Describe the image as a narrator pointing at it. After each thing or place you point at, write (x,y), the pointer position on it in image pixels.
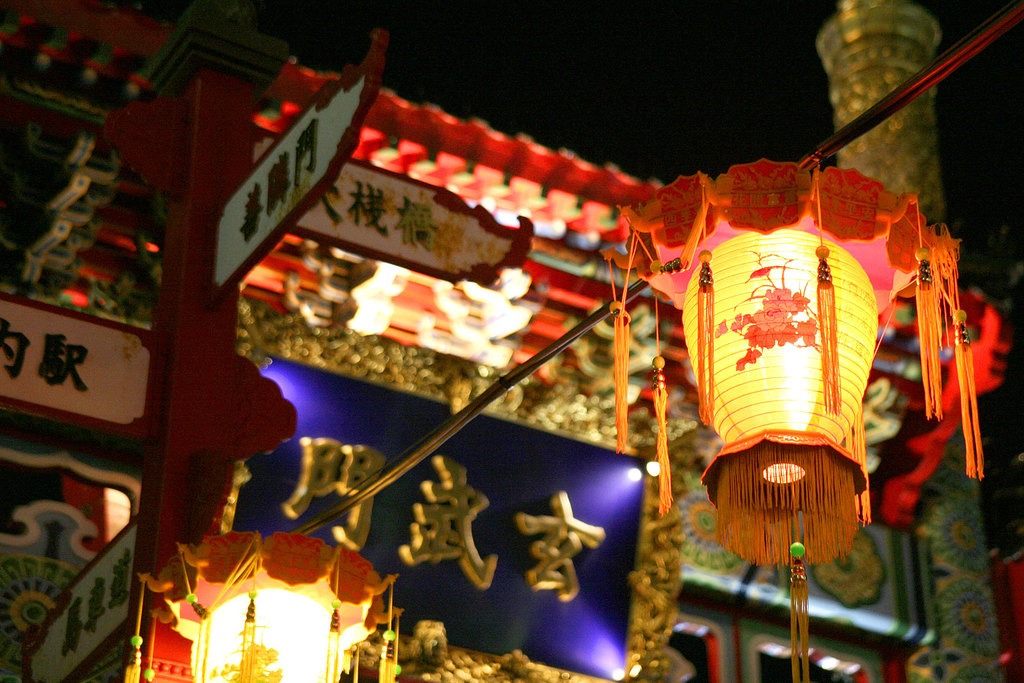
In this image, there are a few buildings (10,31). We can see some boards (346,125) with text (356,521). We can also see a red colored pole (199,436). We can see a wire (491,397) and some lights (737,310). We can also see a pillar (868,45). We can see the sky (965,24).
